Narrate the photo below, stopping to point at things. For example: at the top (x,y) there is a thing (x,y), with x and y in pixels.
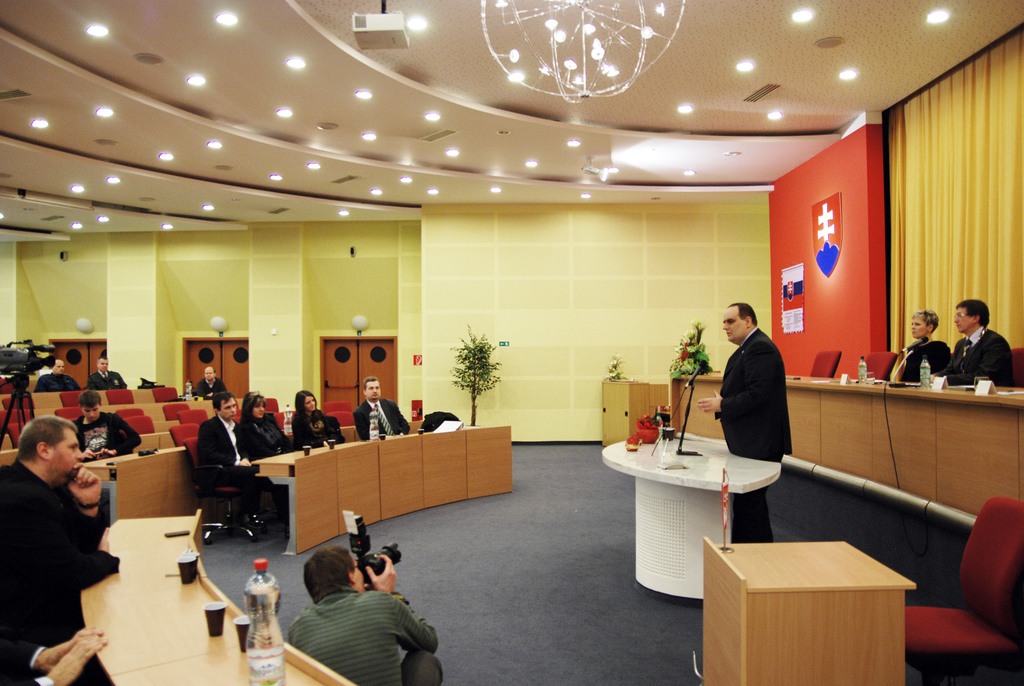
In the image we can see there are people (239,455) sitting and one is standing, they are wearing clothes (204,422). Here we can see microphone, cable wire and the plant (482,378). Here we can see the desk (163,635), on the desk (163,635), we can see bottles (248,635) and glasses (219,620). Here we can see lights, curtains (965,193) and the video camera (39,360). We can even see there are chairs (992,602) and the floor (615,493).
